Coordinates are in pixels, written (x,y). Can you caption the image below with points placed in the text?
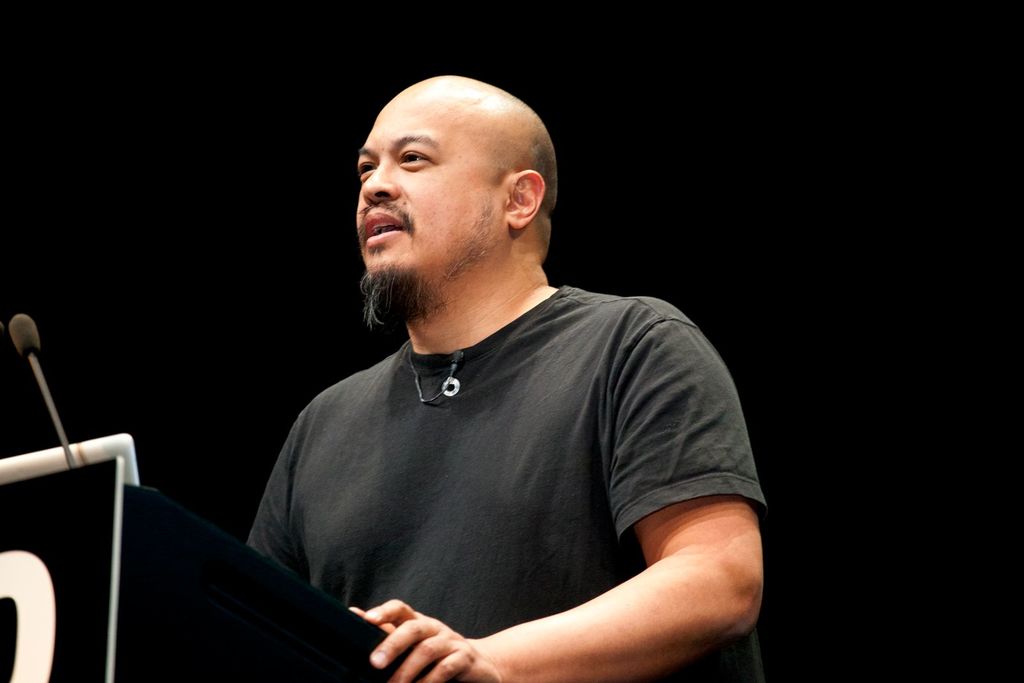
In this picture we can see a man (356,473), podium (231,571), mic (25,328) and in the background (734,174) it is dark.
